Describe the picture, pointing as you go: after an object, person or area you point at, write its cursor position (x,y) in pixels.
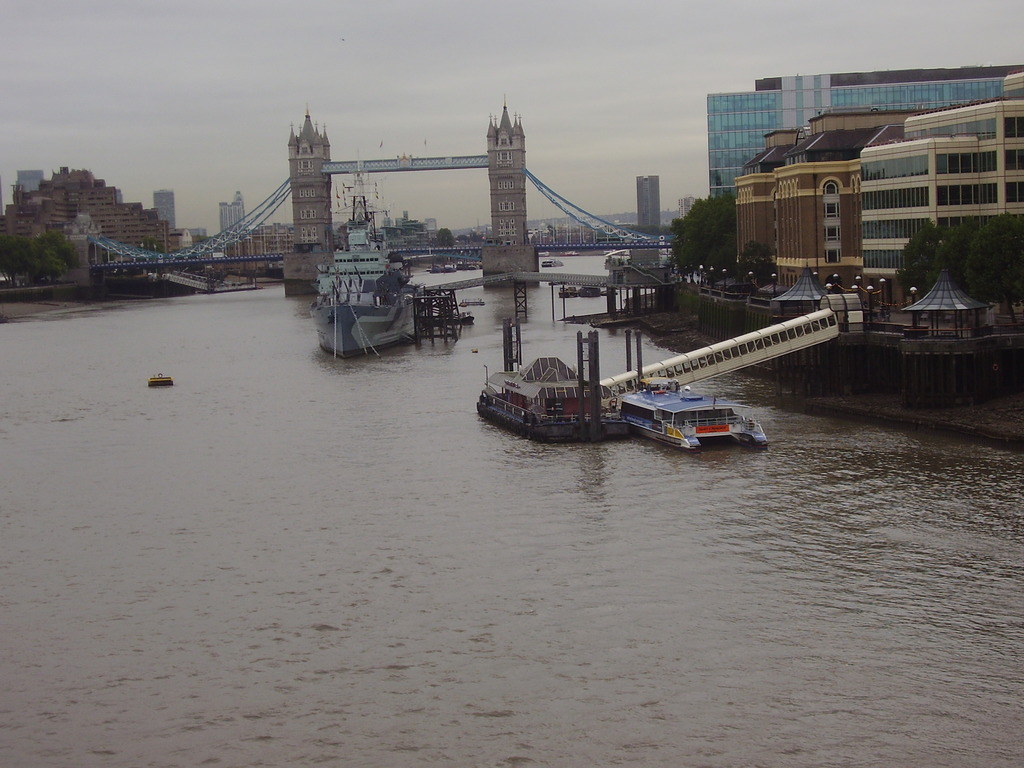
In this image we can see lake (532,560) and bridge (214,241). Ships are there on the surface of water (537,531). Right side of the image (887,281) buildings (884,248) and trees (915,276) are there. Background of the image (140,227) buildings (105,221) are present. The sky (184,219) is in white color.
